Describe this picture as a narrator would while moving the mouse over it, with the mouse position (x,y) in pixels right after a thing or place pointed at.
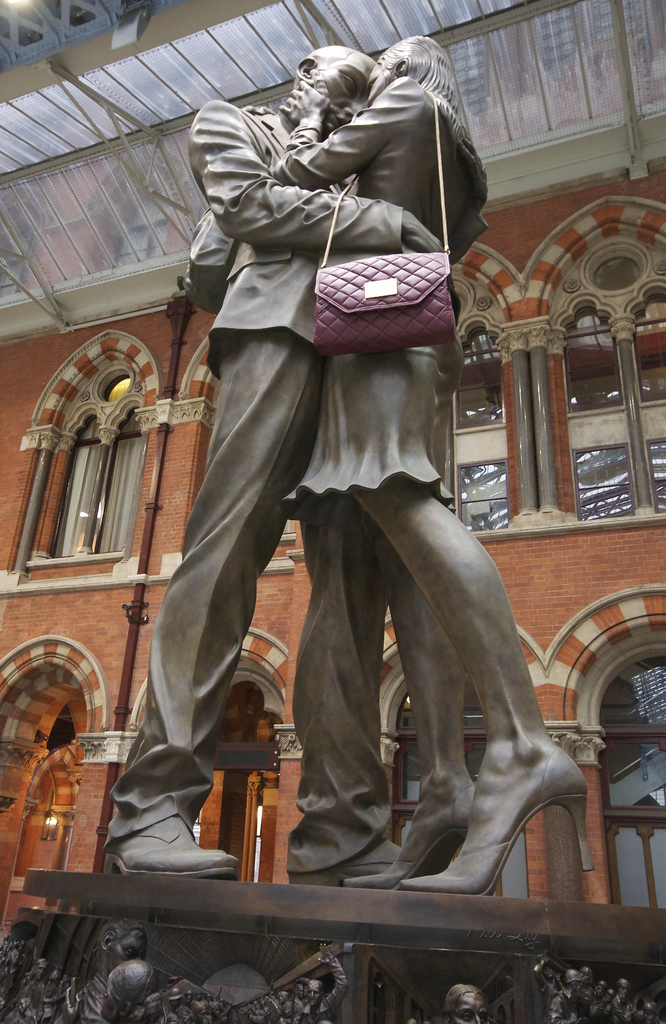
As we can see in the image, there is a statue (241,400). behind the statue (150,867) there is orange color building (627,582).
